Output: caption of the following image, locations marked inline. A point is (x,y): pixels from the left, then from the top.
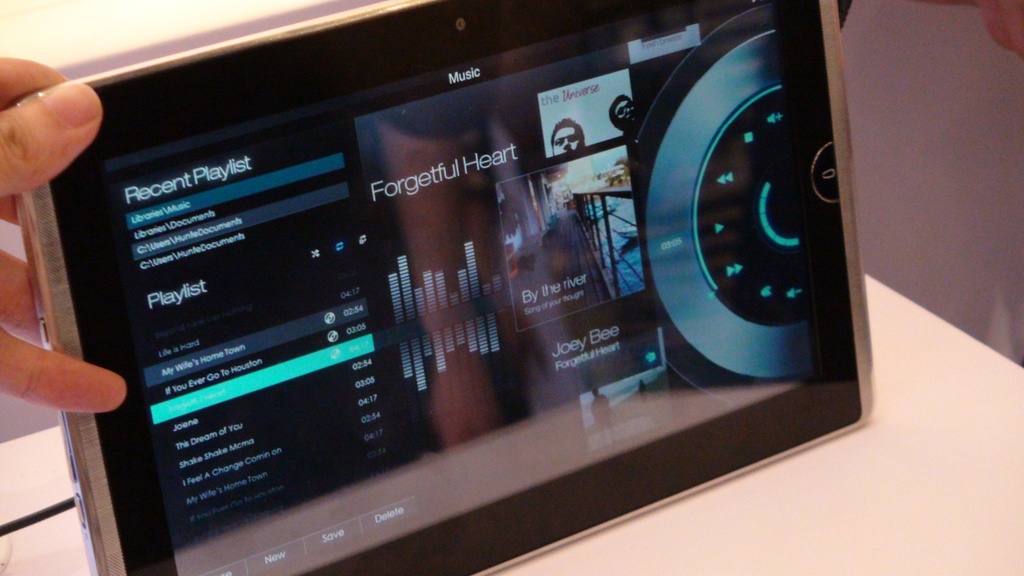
In this picture we can see the fingers (24,159) of a person (26,151) and the person (57,121) is holding a device (501,140).
